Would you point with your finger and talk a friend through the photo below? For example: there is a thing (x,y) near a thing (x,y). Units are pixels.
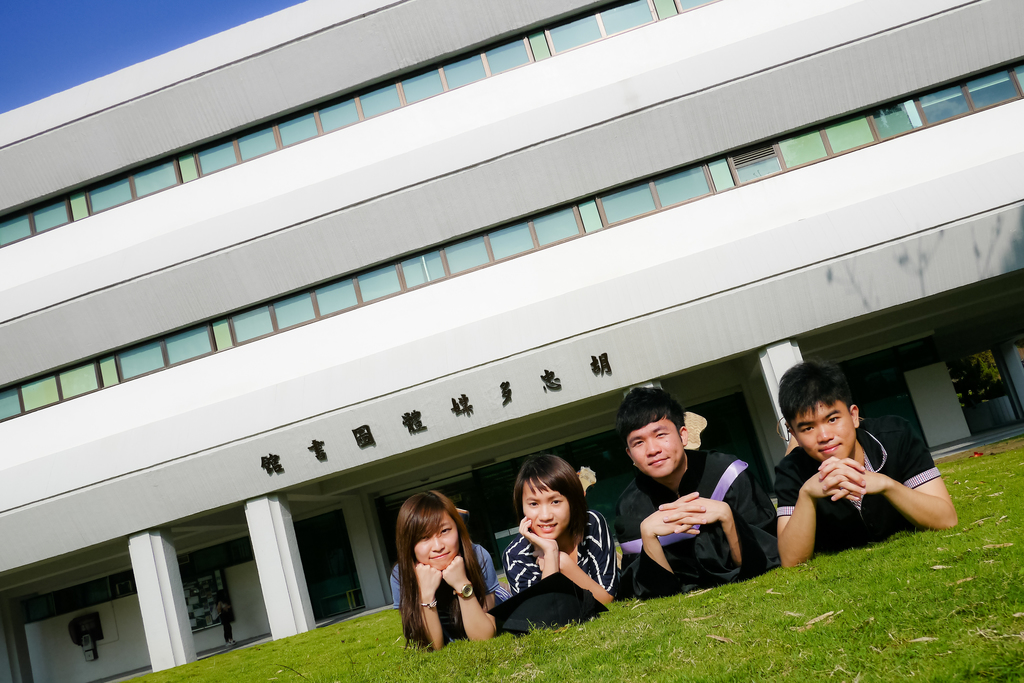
In this image, we can see people (655,443) lying on the ground (882,610) and there is a hat (550,591). In the background (150,325), there is a building (406,205) and at the top (64,44), there is sky (70,57).
